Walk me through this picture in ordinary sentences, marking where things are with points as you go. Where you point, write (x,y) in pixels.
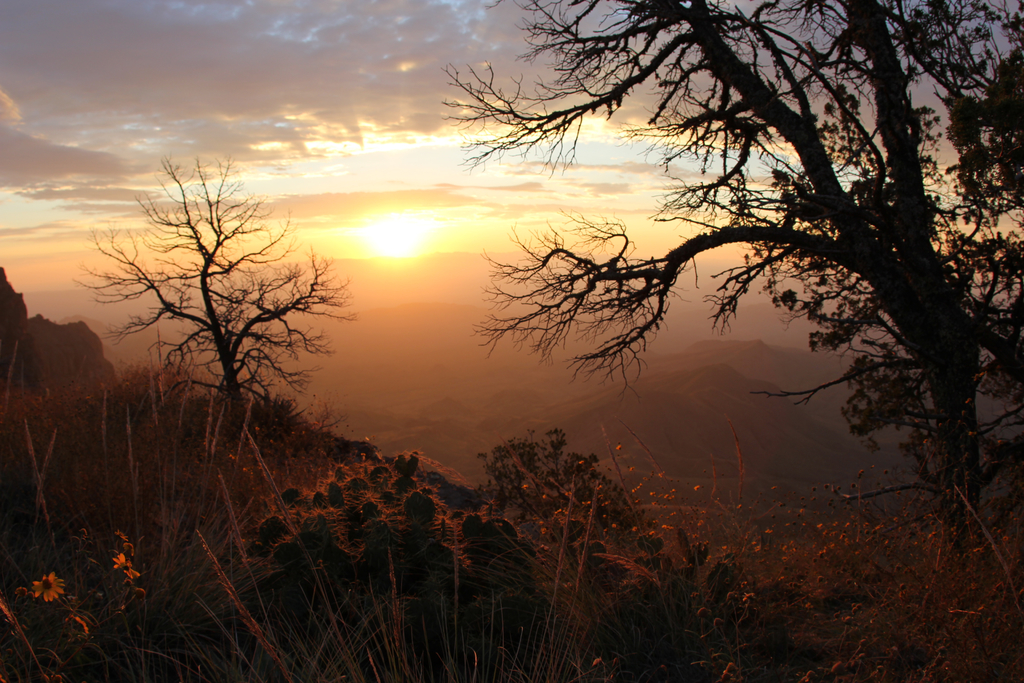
In this image, we can see some trees (889,301) and plants (246,560). In the middle of the image (372,233), we can see the sun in the sky (435,239).
